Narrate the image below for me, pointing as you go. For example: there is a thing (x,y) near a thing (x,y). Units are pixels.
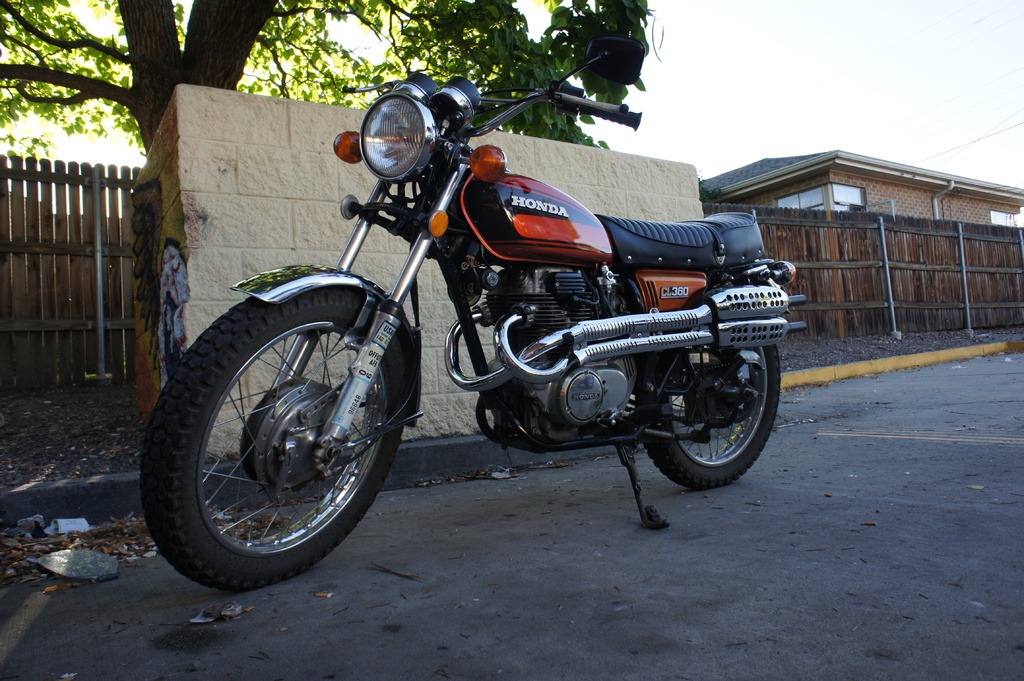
In the image I can see the ground (790,539), a motor bike (599,315) which is orange and black in color on the ground (789,522), the wooden fencing (844,294), a tree (239,8) which is green and black in color and a building (859,190). In the background (922,97) I can see the sky (833,67).
